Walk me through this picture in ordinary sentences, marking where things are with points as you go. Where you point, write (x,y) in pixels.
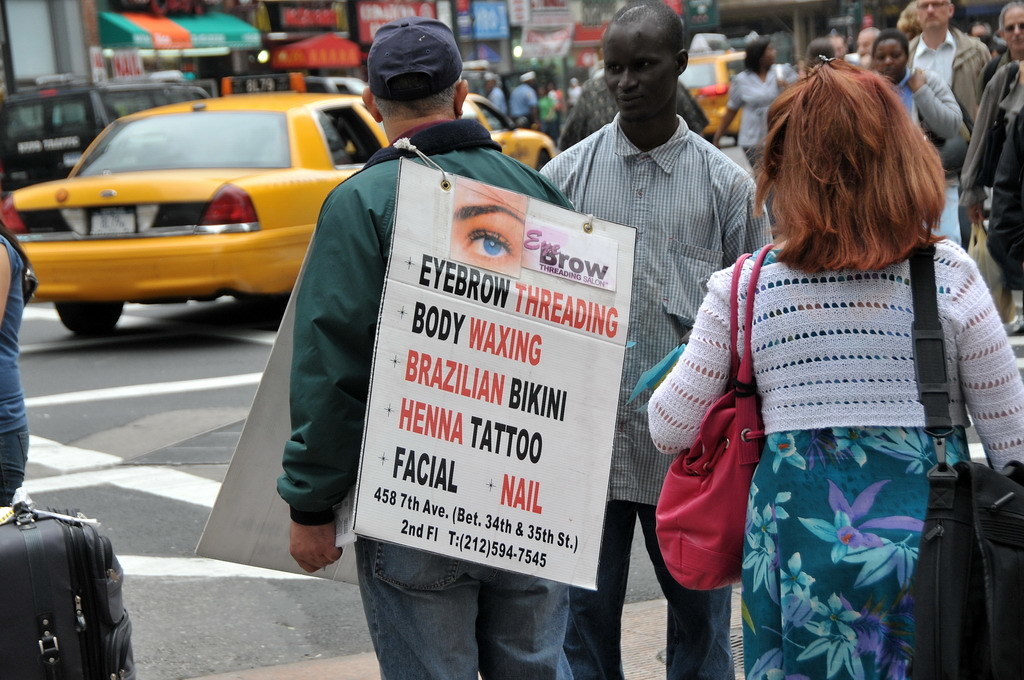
In this image I can see group of people (808,326) walking. In front (463,217) the person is holding two boards (414,228). In the background (174,203) I can see few vehicles (325,104) and few stalls (309,44).
